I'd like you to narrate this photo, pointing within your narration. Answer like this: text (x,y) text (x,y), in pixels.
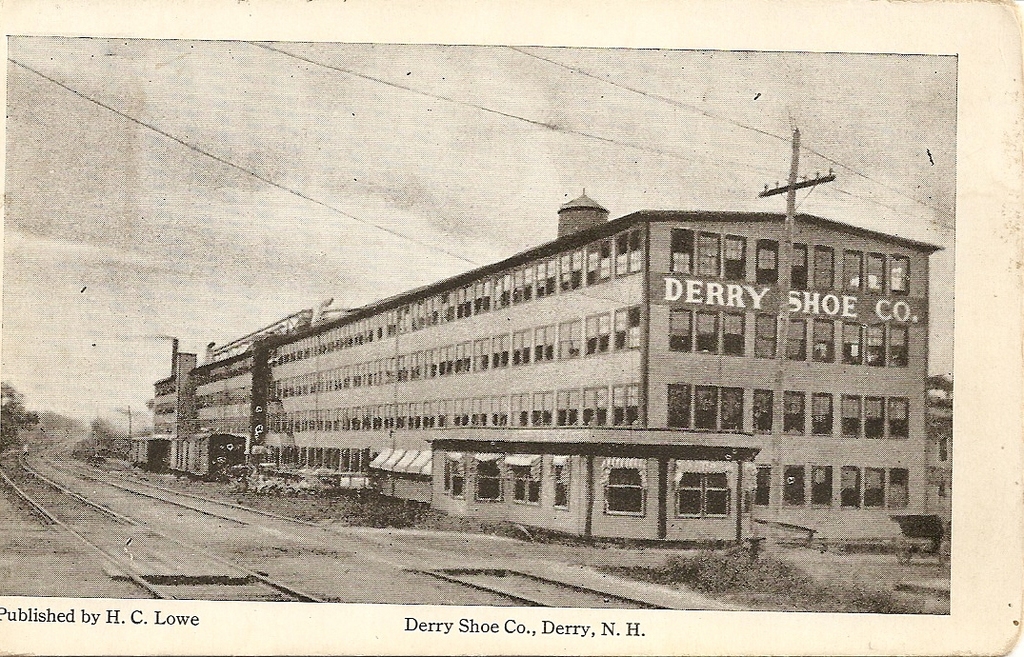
In this image I can see the old photograph in which I can see the ground (125,480), few trees (19,417), few railway tracks (96,523), few vehicles (236,472), a pole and a building (613,375). In the background (822,146) I can see the sky (428,86).
